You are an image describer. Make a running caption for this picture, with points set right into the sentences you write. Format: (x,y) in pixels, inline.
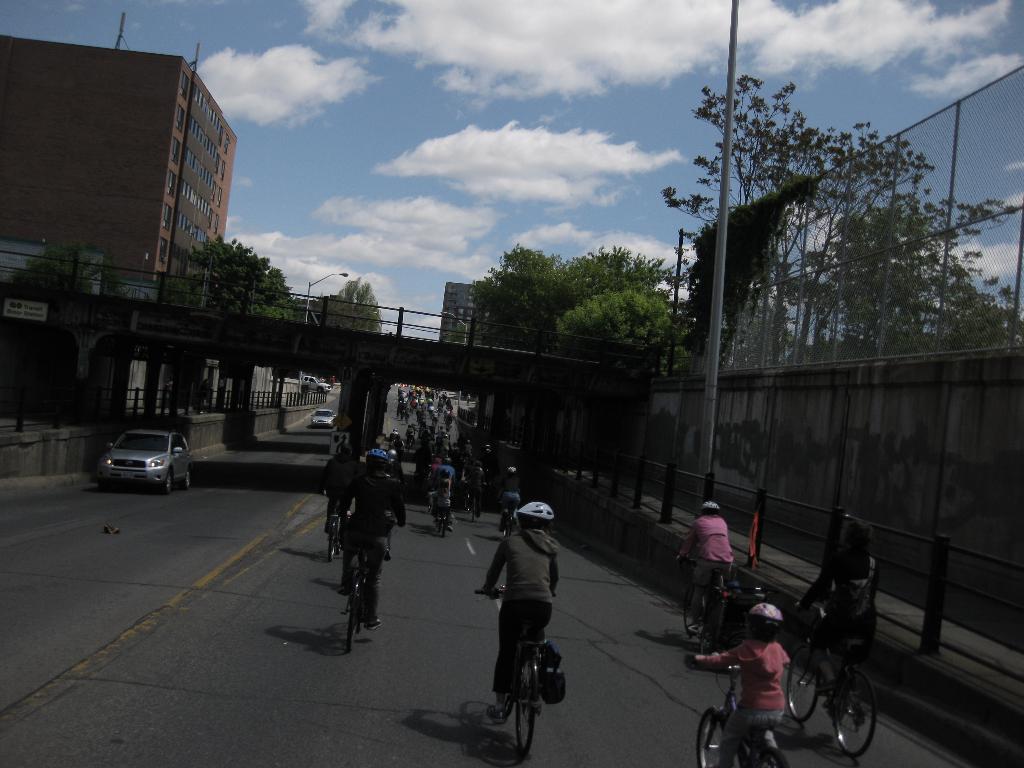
In the image in the center (392,504), we can see few vehicles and few people (428,452) are riding cycle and they are wearing helmets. In the background (446,229), we can see the sky (575,196), clouds (575,196), trees (758,292), buildings (54,211), poles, one banner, pillars (359,439) and bridge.
